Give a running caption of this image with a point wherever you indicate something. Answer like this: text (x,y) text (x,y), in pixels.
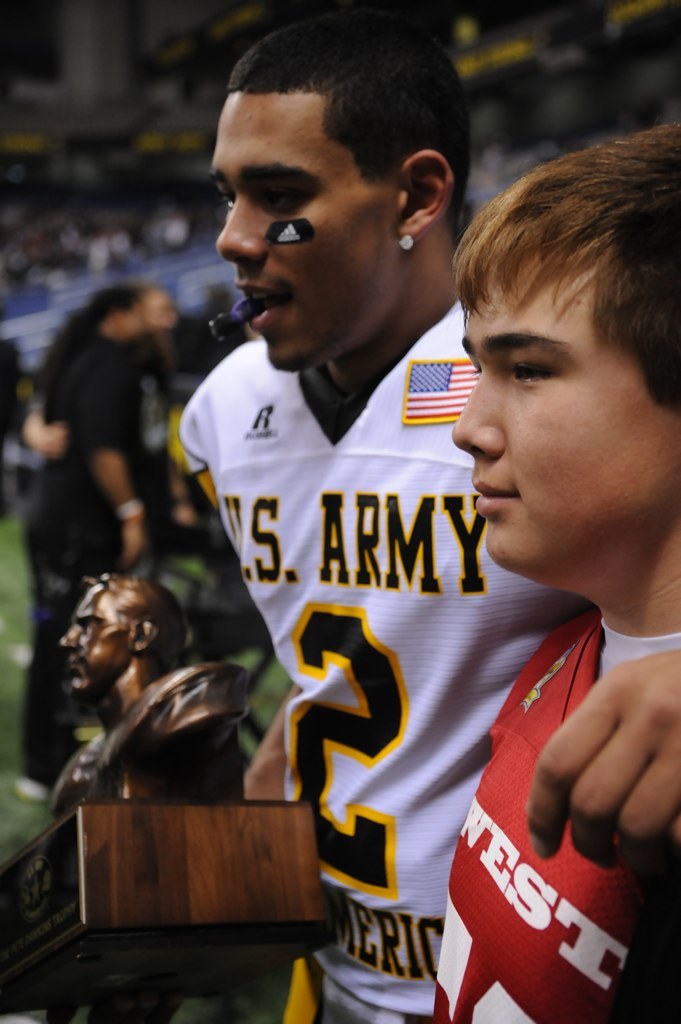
In the image there are two boys (450,701) and the second boy (378,646) is holding some object (217,846) in his hand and the background of the boys (312,610) is blur.
